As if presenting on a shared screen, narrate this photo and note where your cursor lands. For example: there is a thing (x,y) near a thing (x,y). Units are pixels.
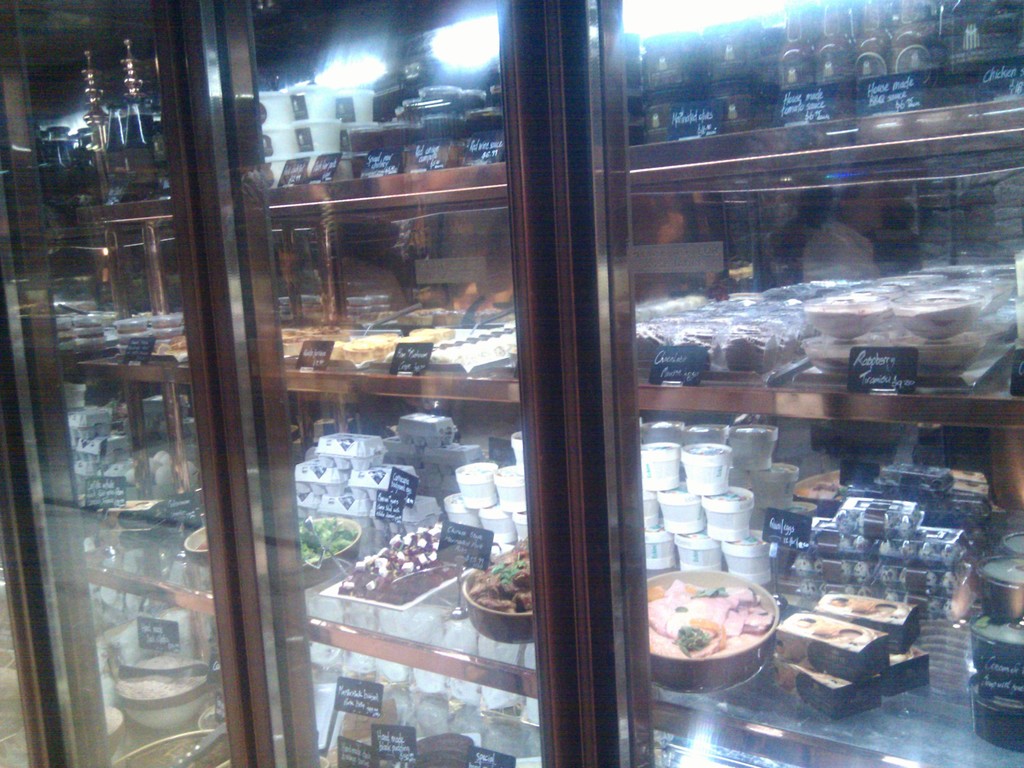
In this picture we can see a glass (719,558), from glass (402,259) we can see food items (715,529) and price rate boards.
